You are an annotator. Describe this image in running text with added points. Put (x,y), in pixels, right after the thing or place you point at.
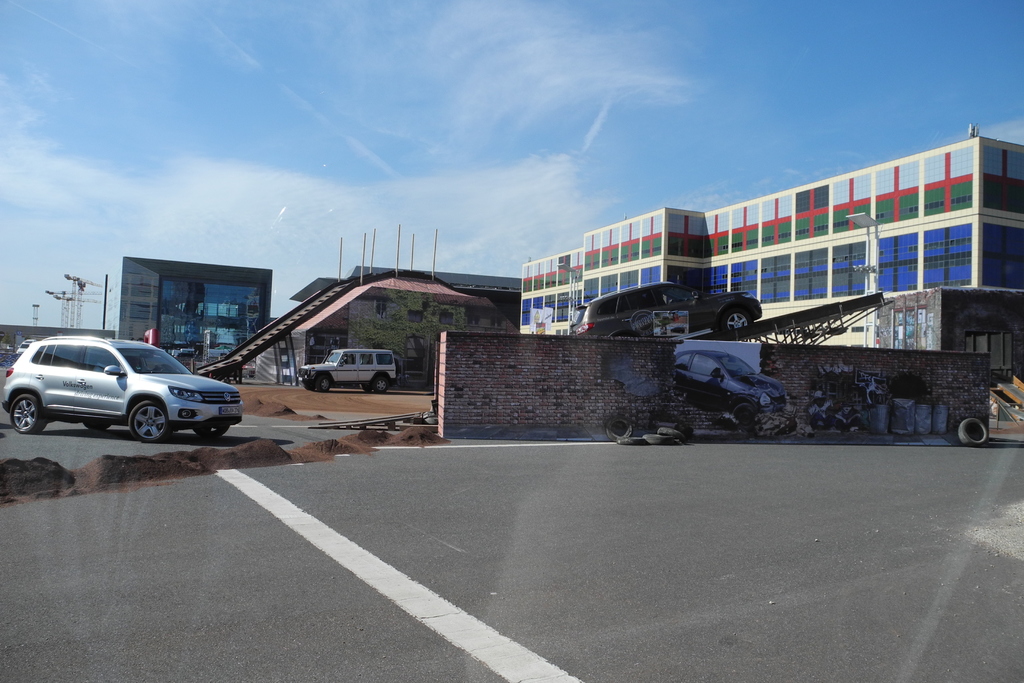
This is the picture of a building (857,238). In this image there are buildings (460,306) and there are vehicles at the back (927,291). On the right side of the image (726,313) there is a vehicle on the ramp (859,312). On the left side of the image (60,307) there are cranes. In the foreground (528,504) there is a road (716,463) and there is a painting (714,398) of a vehicle (688,377) on the wall (611,366) and there are tyres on the road (504,448). At the top (378,149) there is sky (407,145) and there are clouds (300,243). At the bottom (266,634) there is a road (491,547).
